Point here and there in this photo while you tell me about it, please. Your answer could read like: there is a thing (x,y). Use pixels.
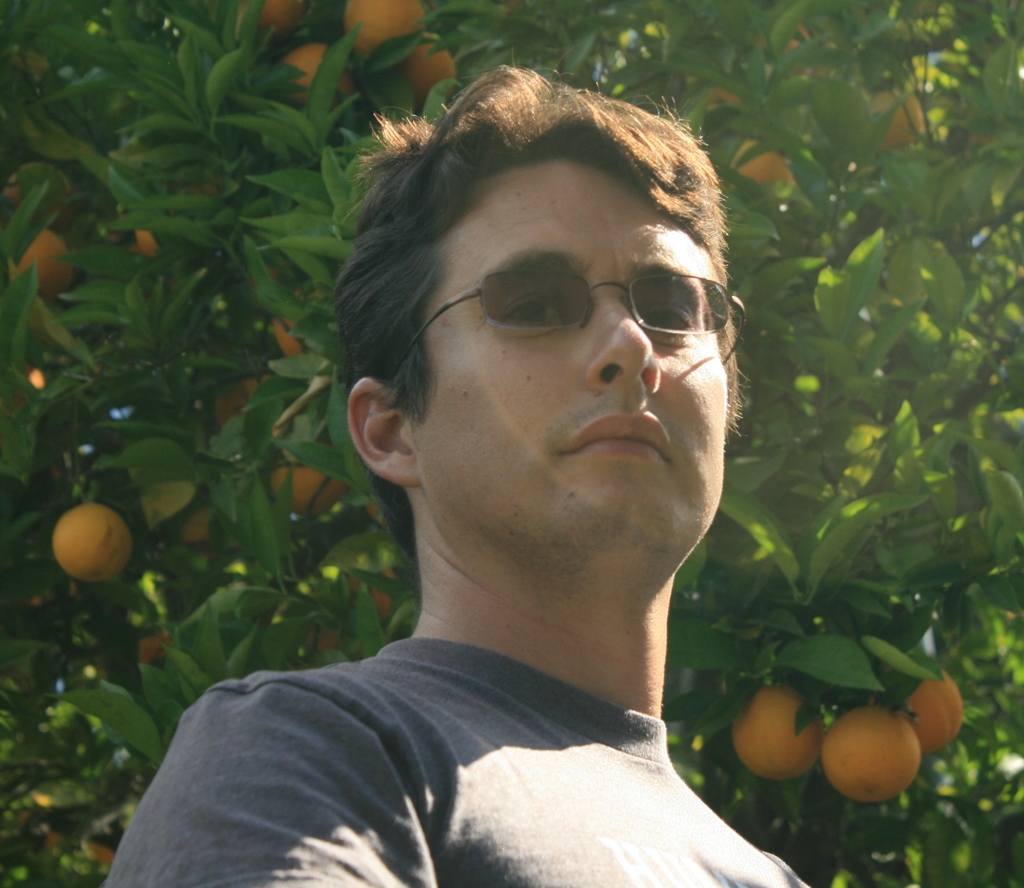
In the picture I can see a man (509,522) who is wearing a T-shirt (426,735) and shades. In the background (813,280) I can see a tree (947,391) which has yellow color things (386,598).
